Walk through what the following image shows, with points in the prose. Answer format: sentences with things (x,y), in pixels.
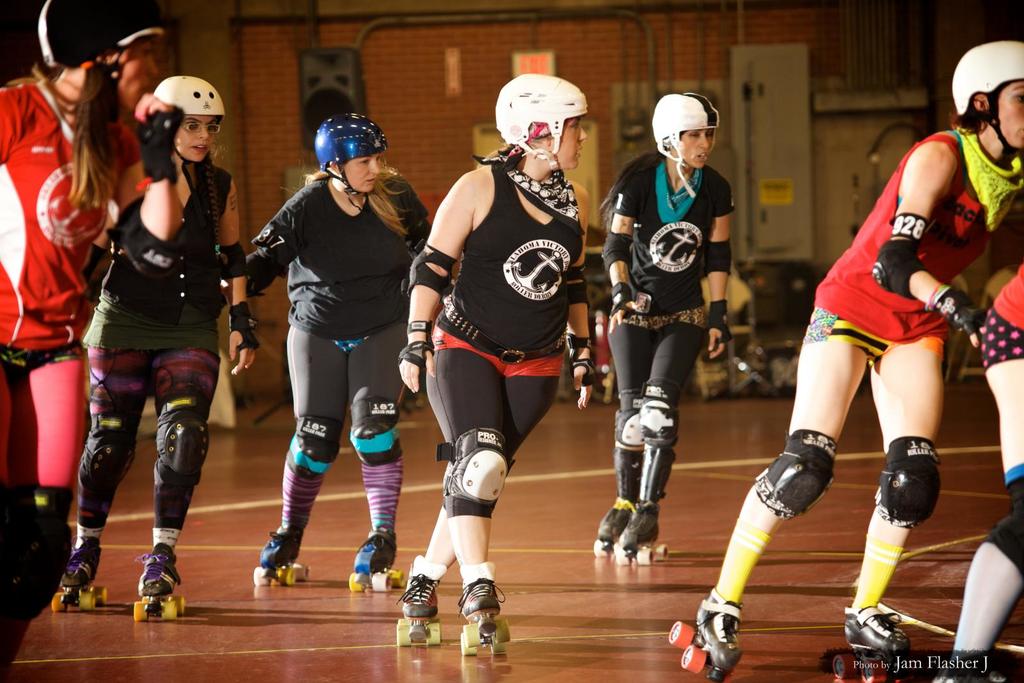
In this image in the center (452,314) there are persons (329,352) skating. In the background (480,76) there is a wall (453,103) which is red in colour and on the wall (432,100) there is an object (353,91) which is black in colour and there is an object (771,178) which is cream in colour.
